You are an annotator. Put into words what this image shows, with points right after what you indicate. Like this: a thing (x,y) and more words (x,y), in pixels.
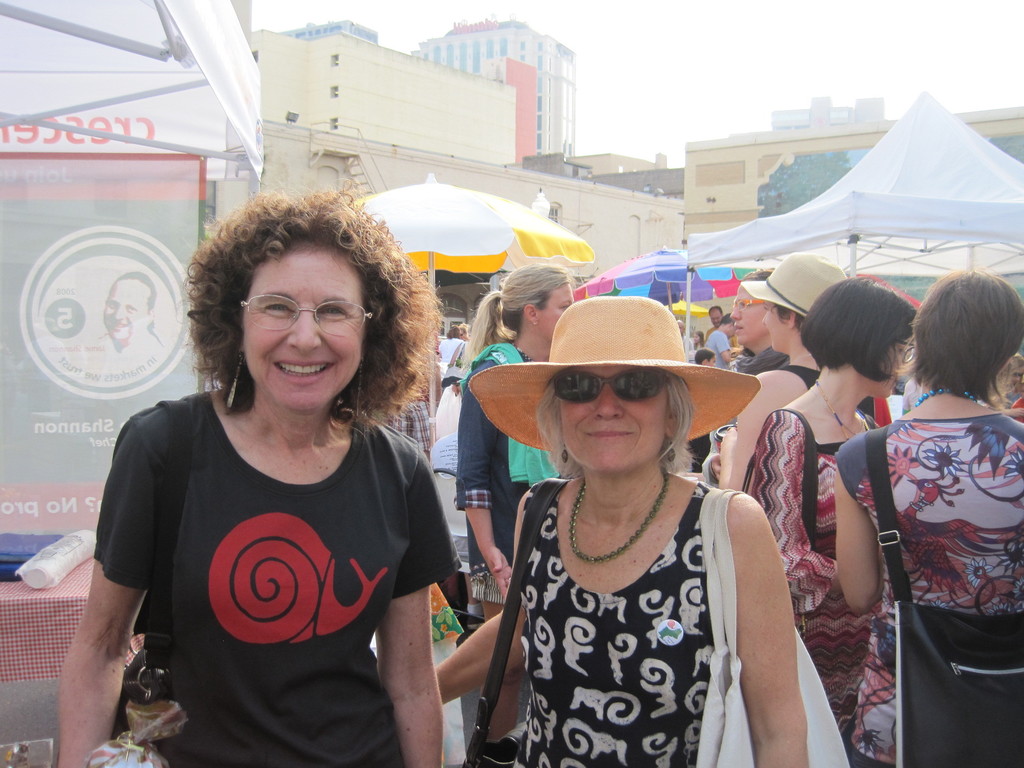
In this image we can see buildings (719,149), sky (610,113), tents (845,204), advertisement boards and persons (598,518) on the floor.
